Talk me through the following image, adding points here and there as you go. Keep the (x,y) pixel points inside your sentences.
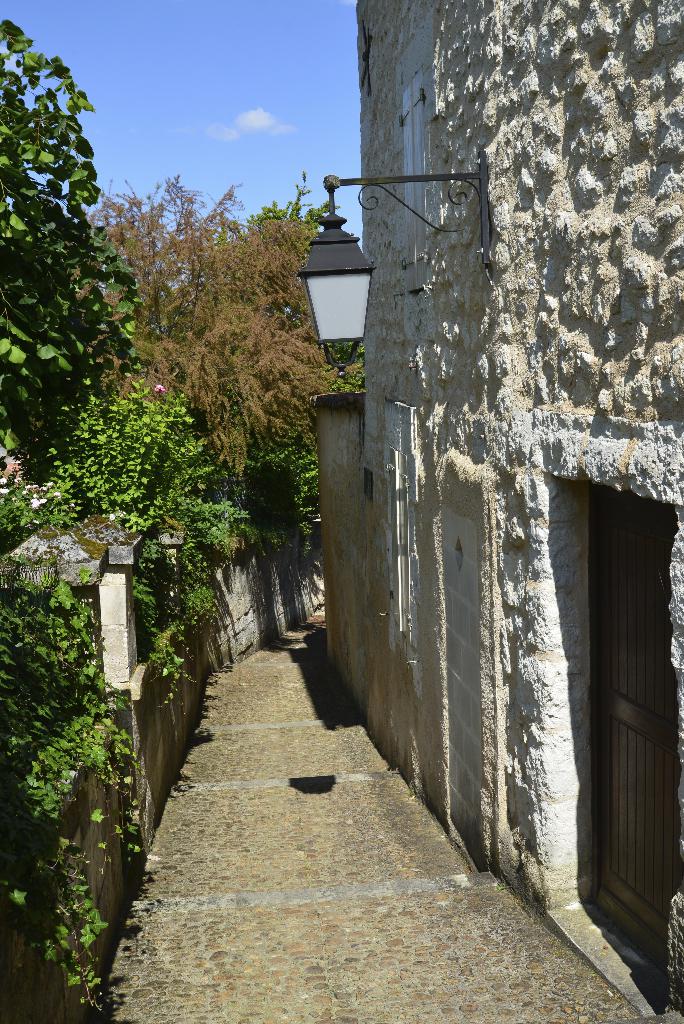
In this image we can see trees (274,328) and the wall (485,295). On the right side of the image (574,611) there is a wall (444,467), light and a door (650,777). On the left side of the image (164,468) there are trees (30,821), wall (155,816) and other objects (125,689). At the top of the image (245,139) there is the sky (278,74). At the bottom of the image (357,944) there is the floor (444,978).
